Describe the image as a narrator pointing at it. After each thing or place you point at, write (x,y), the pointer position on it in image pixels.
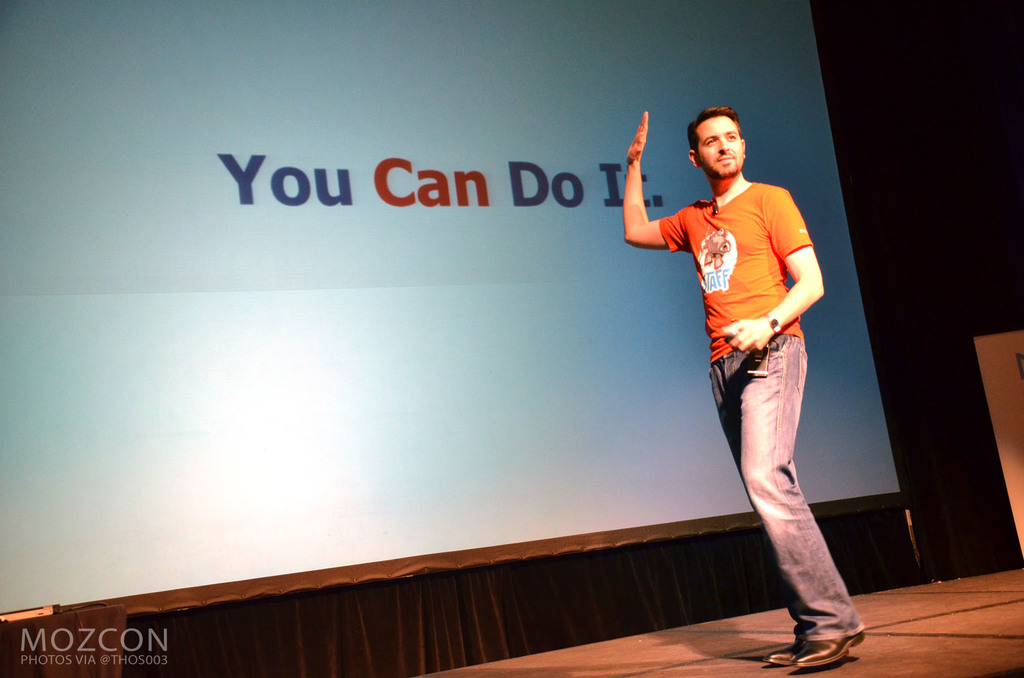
In this image, we can see a person (735,258) wearing clothes (725,428) and standing in front of the screen (454,312). There is a text (125,651) in the bottom left of the image (154,653).
